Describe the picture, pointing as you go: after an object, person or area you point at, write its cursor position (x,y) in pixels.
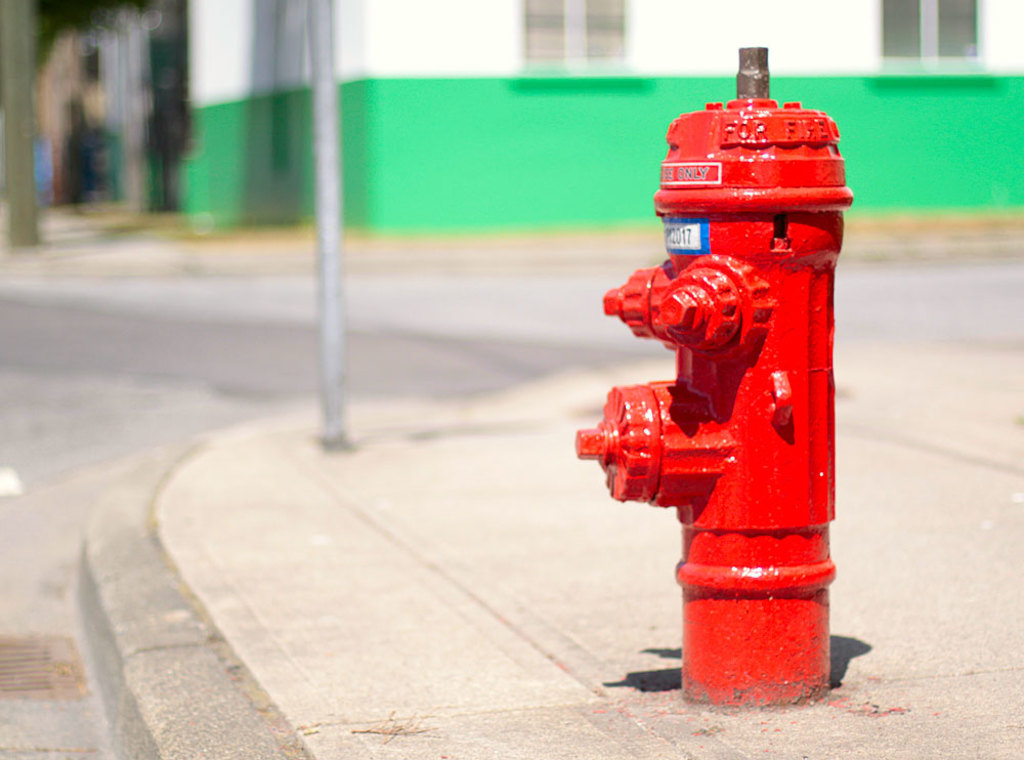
In this picture we can see a red color water hydrant (732,316), in the background (324,295) we can find a pole (337,305) and a house (376,135).
